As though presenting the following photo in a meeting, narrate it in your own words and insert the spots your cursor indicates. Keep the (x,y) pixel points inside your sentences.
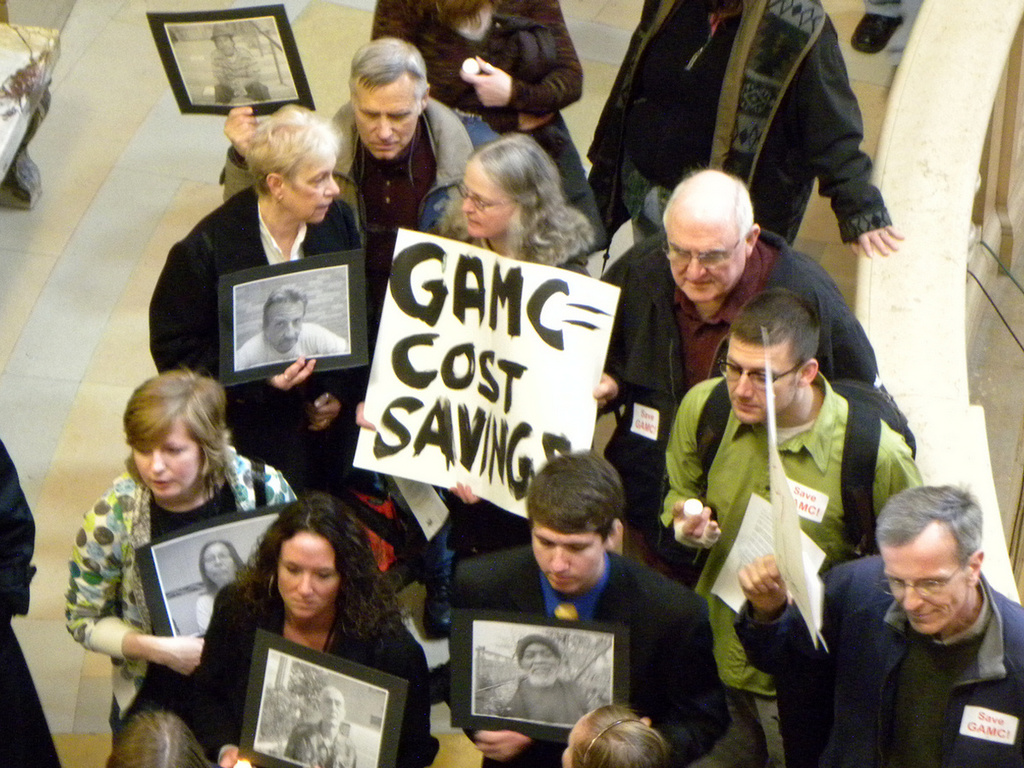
In this picture there are group of people (170,666) standing and holding the papers (259,104) and there is text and there are pictures (277,744) of the people (326,705) on the papers (252,313). On the left side of the image (31,40) it looks like a chair (20,192). At the bottom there is a floor (74,456). On the right side of the image (950,439) it looks like a table (960,452).
